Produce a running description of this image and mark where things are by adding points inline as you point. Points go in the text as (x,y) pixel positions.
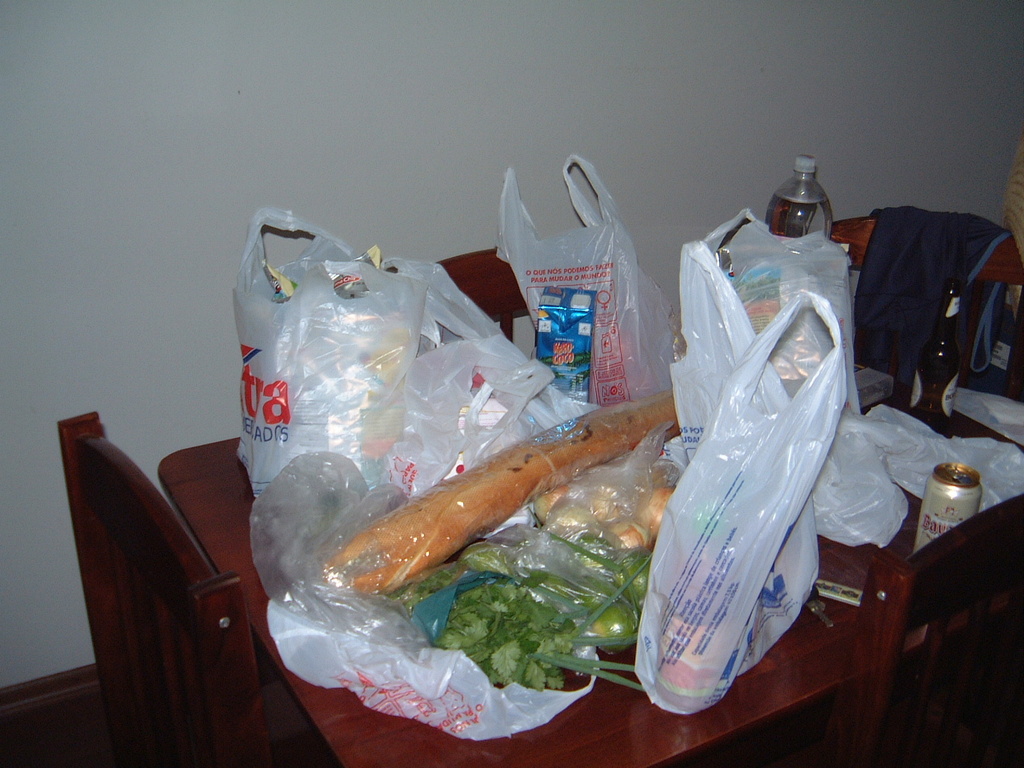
On this table (318,722) there are plastic covers (633,460), bottle (804,222), vegetables (554,495), keys (813,603) and tin (938,477). Around this table (836,608) there are chairs (899,569). On this chair (994,290) there is a jacket (937,294).
